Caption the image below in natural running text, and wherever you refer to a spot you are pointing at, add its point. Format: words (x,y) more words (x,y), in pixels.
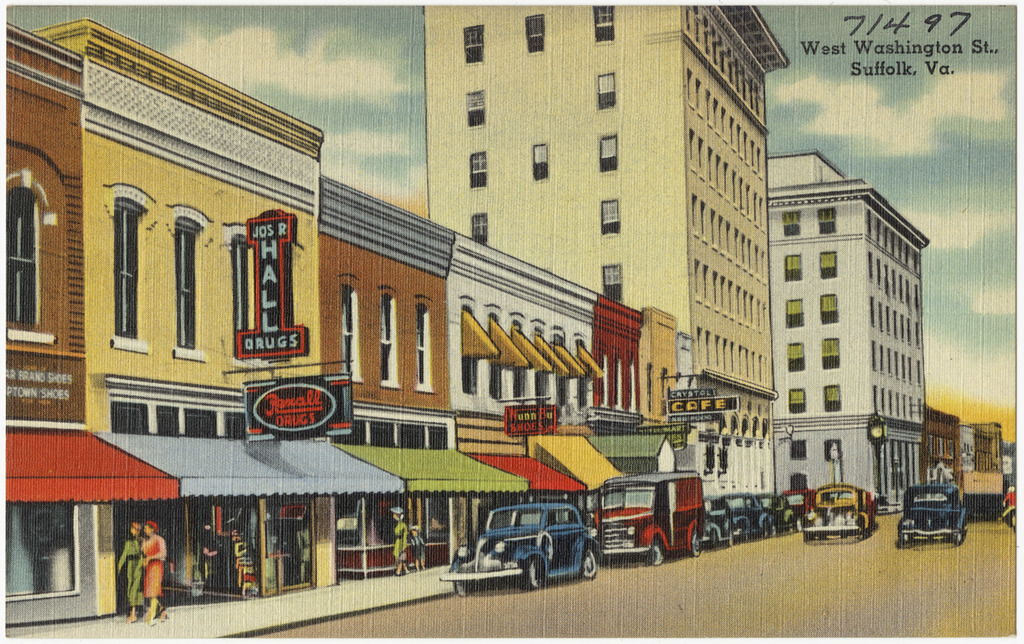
This is a cartoon image, in this image there is a road (891,562) on that road (813,543) vehicles (662,549) are moving, beside the road (638,568) there are buildings (530,233) and shops (287,526) near the shops (340,571) people (403,564) are walking, in the background (954,76) there is sky (963,105).
